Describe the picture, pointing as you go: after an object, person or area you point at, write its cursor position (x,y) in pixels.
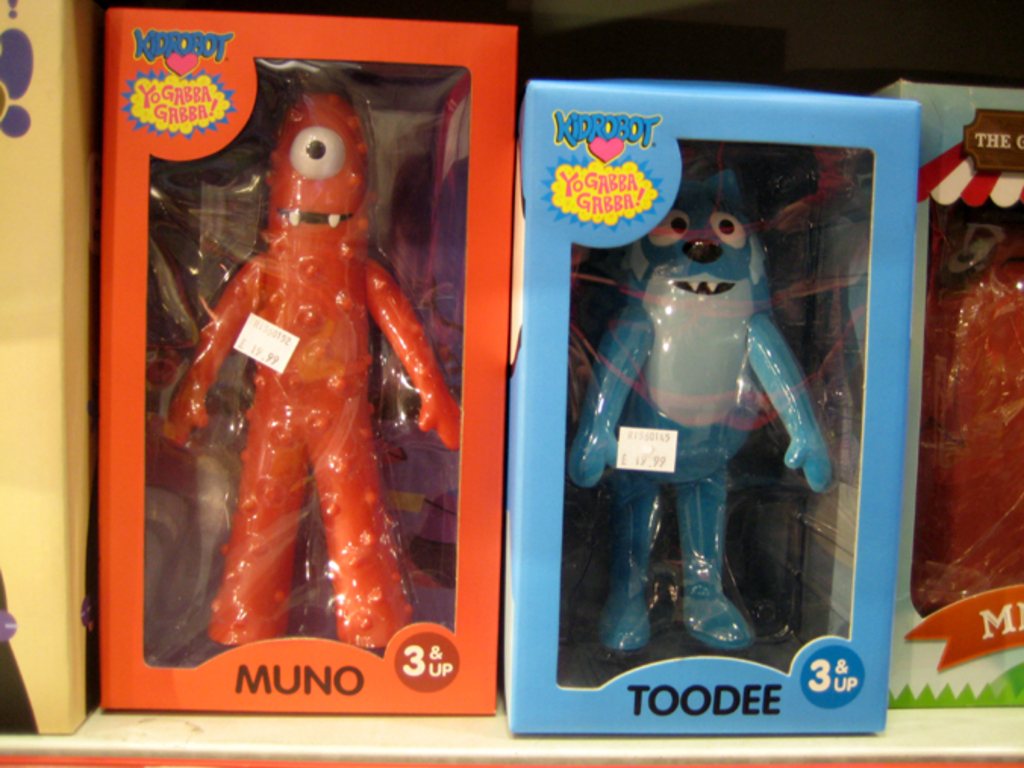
In this image I can see few toys (306,329) in different boxes (873,428). The boxes (606,253) are in different color.
